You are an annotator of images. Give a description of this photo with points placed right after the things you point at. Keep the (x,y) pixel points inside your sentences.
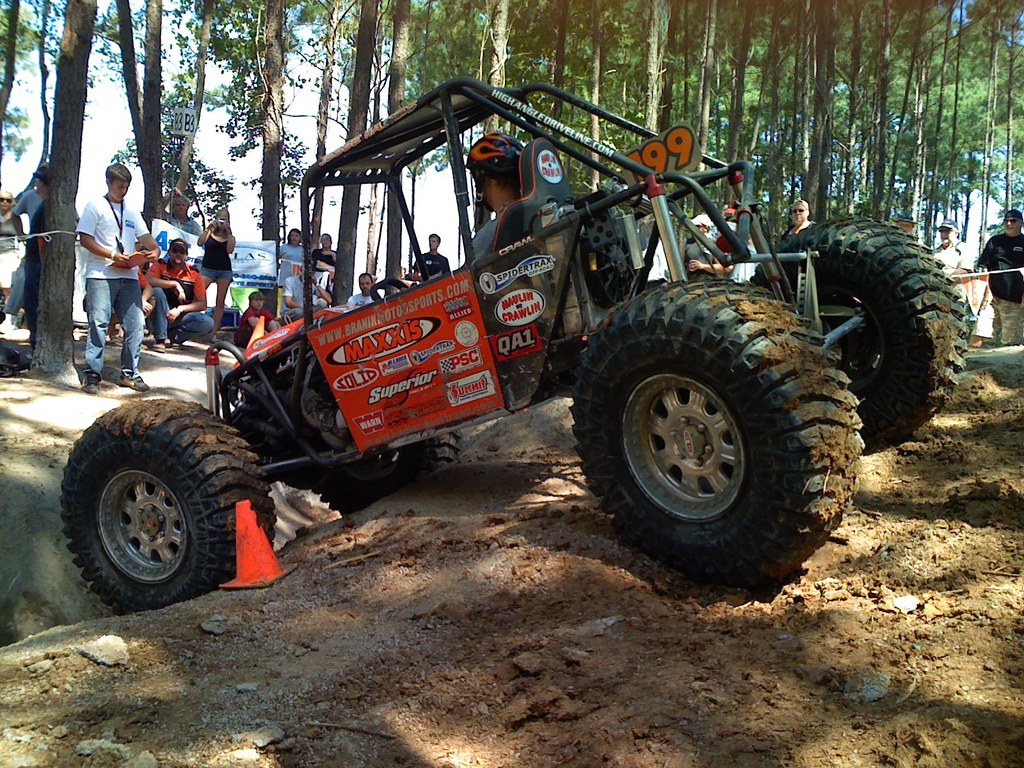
In this image a vehicle (426,446) is on the land (561,710). A person (483,192) wearing a helmet (481,168) is sitting in the vehicle (473,359). Left side (6,243) there are few persons (92,221) standing and few persons (242,330) are sitting on the land (201,343). A person (134,353) wearing a white shirt (105,268) is holding book (120,264) in his hand (143,251). A woman (216,251) wearing a black top (217,245) is holding camera (221,221) in her hand (213,219). Behind the vehicle (398,326) there are few persons (990,322) standing on the land (1015,373). In background (373,64) there are few trees (137,102).
